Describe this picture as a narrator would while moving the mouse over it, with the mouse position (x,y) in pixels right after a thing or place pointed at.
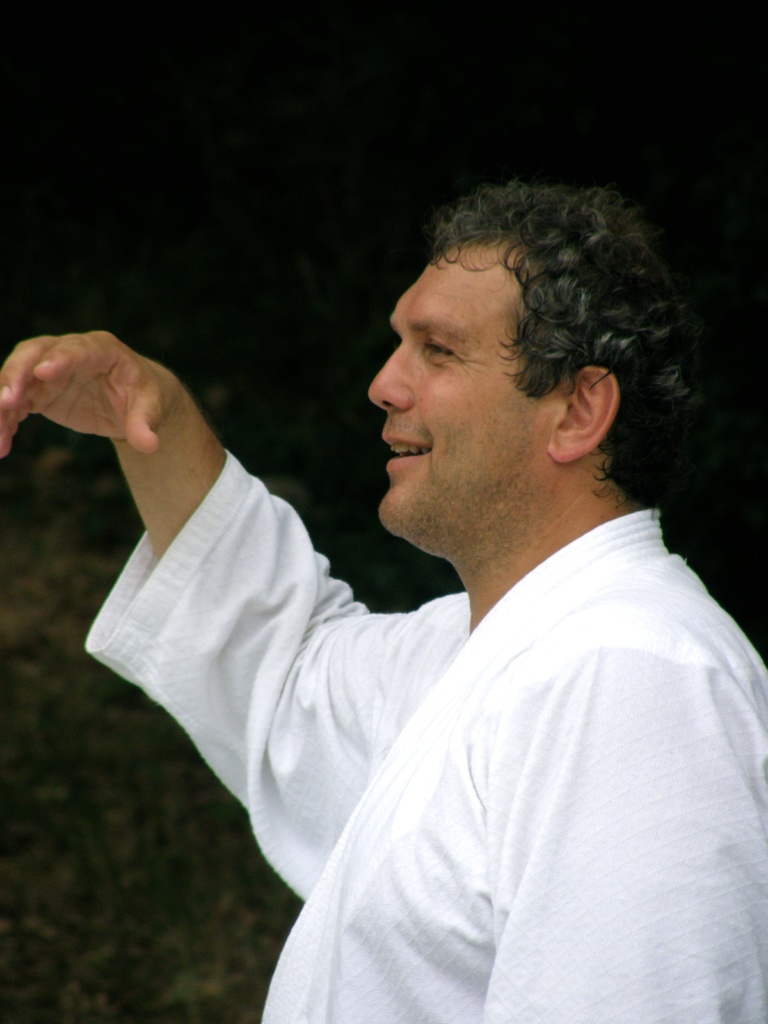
In this image a person (489,544) is standing with a smiling face (470,514) wearing a white dress (494,867). The background (333,110) is dark.
